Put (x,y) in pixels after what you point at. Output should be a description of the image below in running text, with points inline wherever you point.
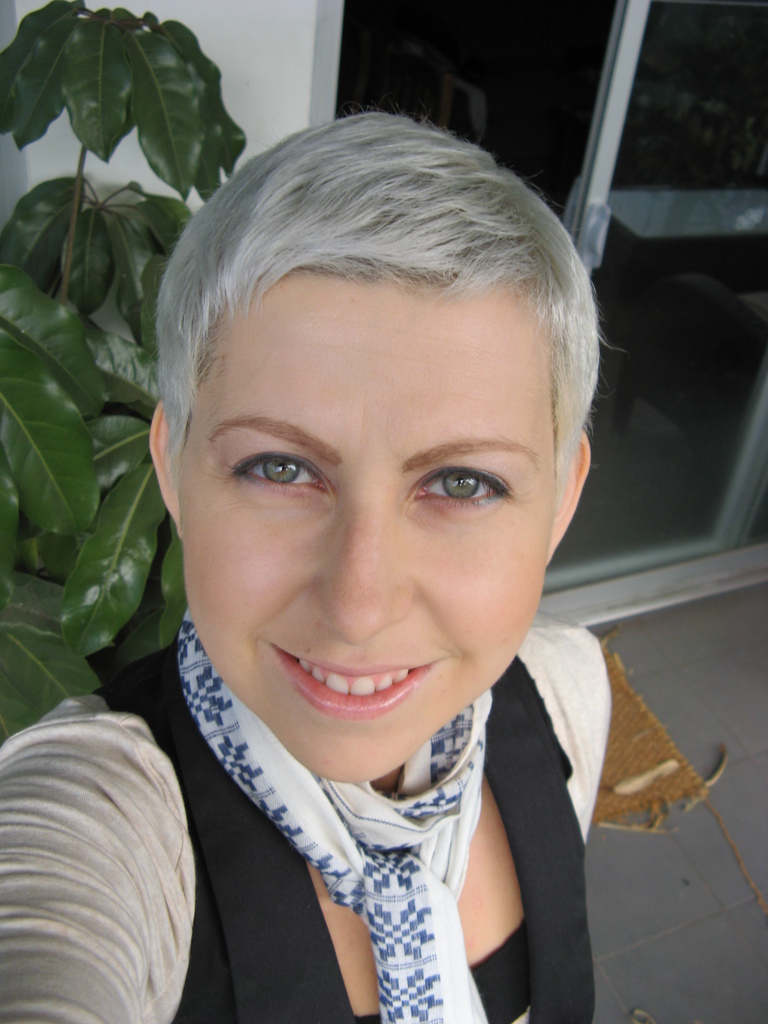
In the image there is a lady (227,761) with stole (225,739) around her neck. Behind her there is a plant (125,94) with leaves (127,85). And also there is a wall (39,0) with glass doors (616,247). At the bottom of the image (648,737) on the floor (704,679) there is a doormat (612,821).
